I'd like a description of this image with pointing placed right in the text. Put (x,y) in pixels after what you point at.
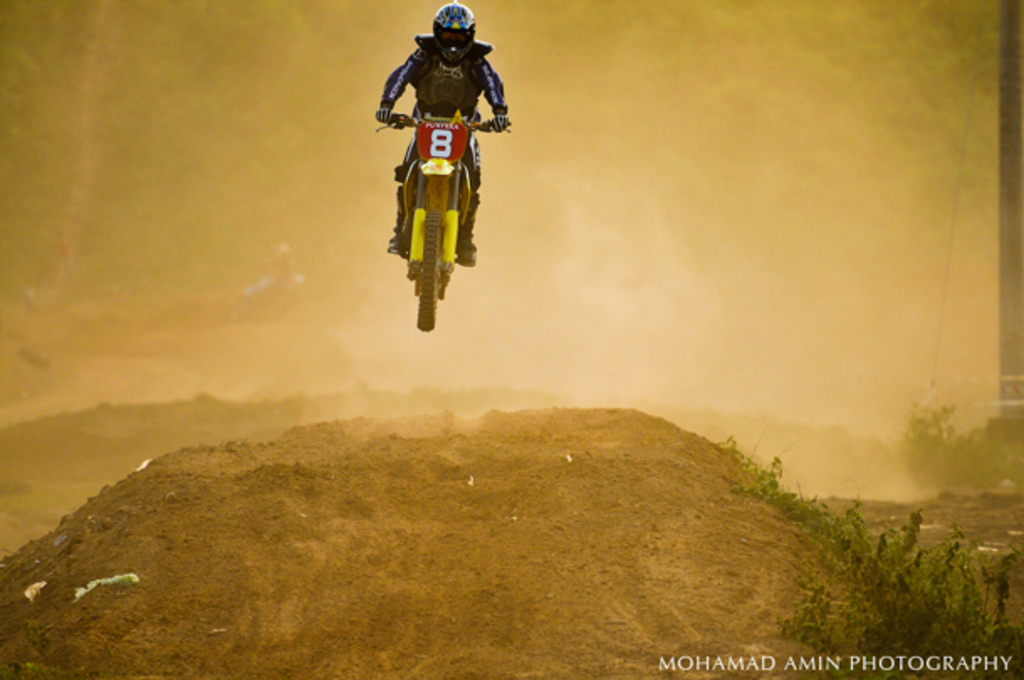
In the center of the image (440,239) there is a person (430,90) with bike (454,127). At the bottom of the image (201,614) we can see plants (895,588) and sand (517,529).
